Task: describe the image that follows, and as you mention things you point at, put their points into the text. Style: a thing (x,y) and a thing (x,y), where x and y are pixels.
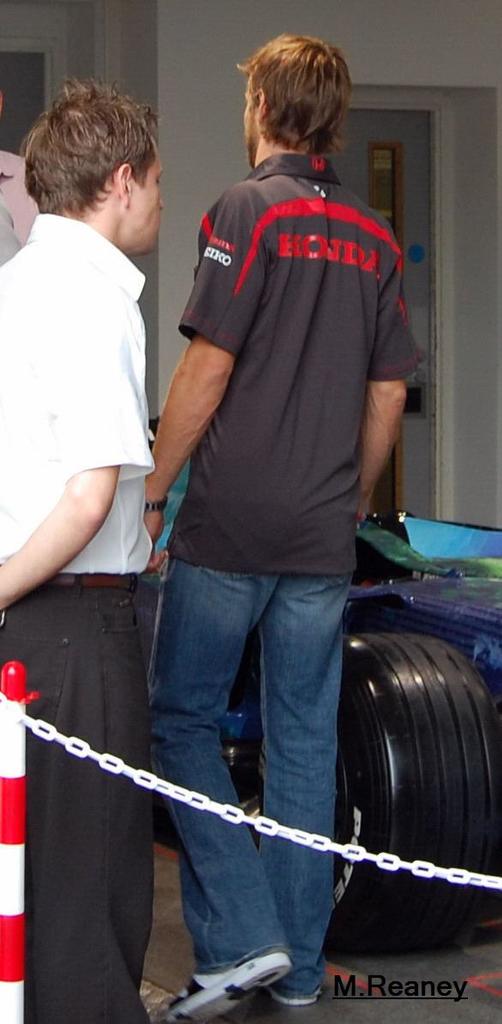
In this image there are two persons (172,654), one is standing the other is walking, behind the person (199,774) there is a tyre (473,861). In the background (223,35) there is a wall (472,35).
